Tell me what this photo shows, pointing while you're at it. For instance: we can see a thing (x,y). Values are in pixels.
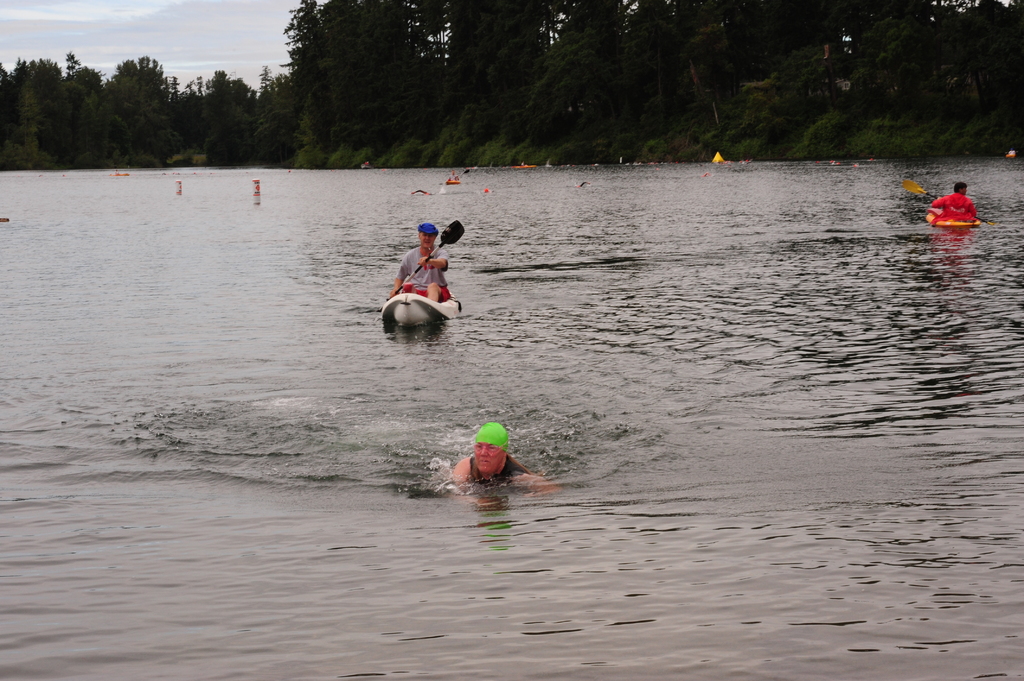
In this image we can see water (543,443). And a person (490,470) wearing cap (497,445) is in the water (532,456). And there are two boats (437,301). On that persons (422,291) are sitting. They are holding paddles (446,240). Also there are few other items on the water (510,196). In the background (424,98) there are trees (237,103) and sky (218,37).
